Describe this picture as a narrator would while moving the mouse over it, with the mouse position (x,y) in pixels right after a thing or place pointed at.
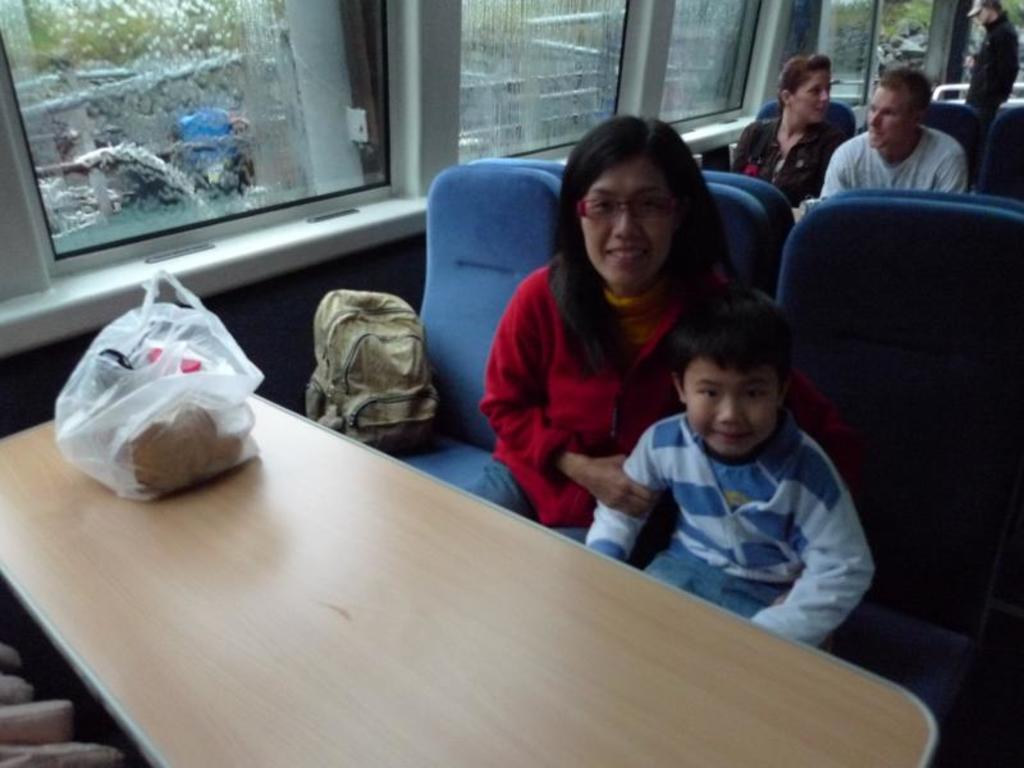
In this image, There is a table (500,638) which is in yellow color on that there is a carry bag (164,418) which is in white color, In the right side of the image (894,485) there are some chairs (960,358) which are in blue color, There is a woman (597,366) and a boy (684,476) sitting on the chairs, In the background (255,187) there is a glass window (265,108) which is in white color.
